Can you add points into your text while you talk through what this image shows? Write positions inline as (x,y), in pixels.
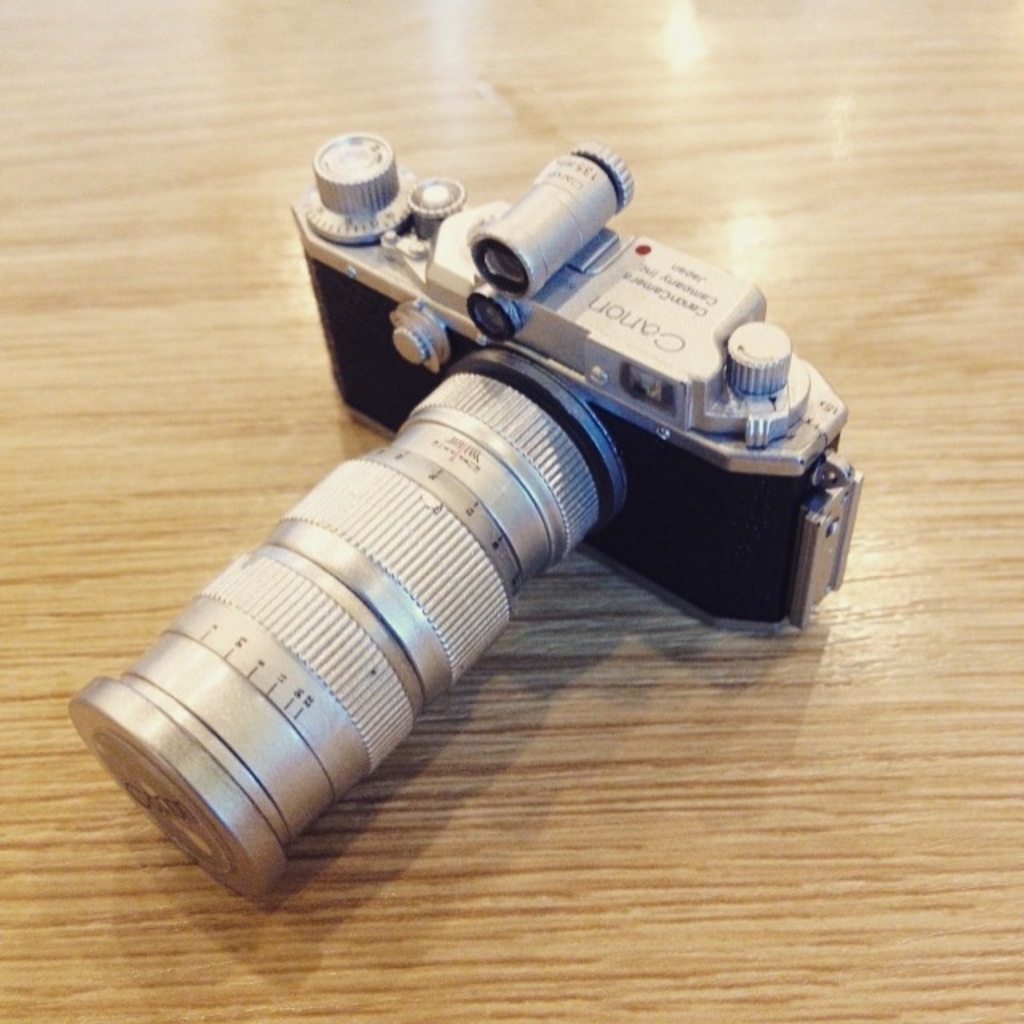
In this image I can see a camera (525,494) and over here I can see something is written.
